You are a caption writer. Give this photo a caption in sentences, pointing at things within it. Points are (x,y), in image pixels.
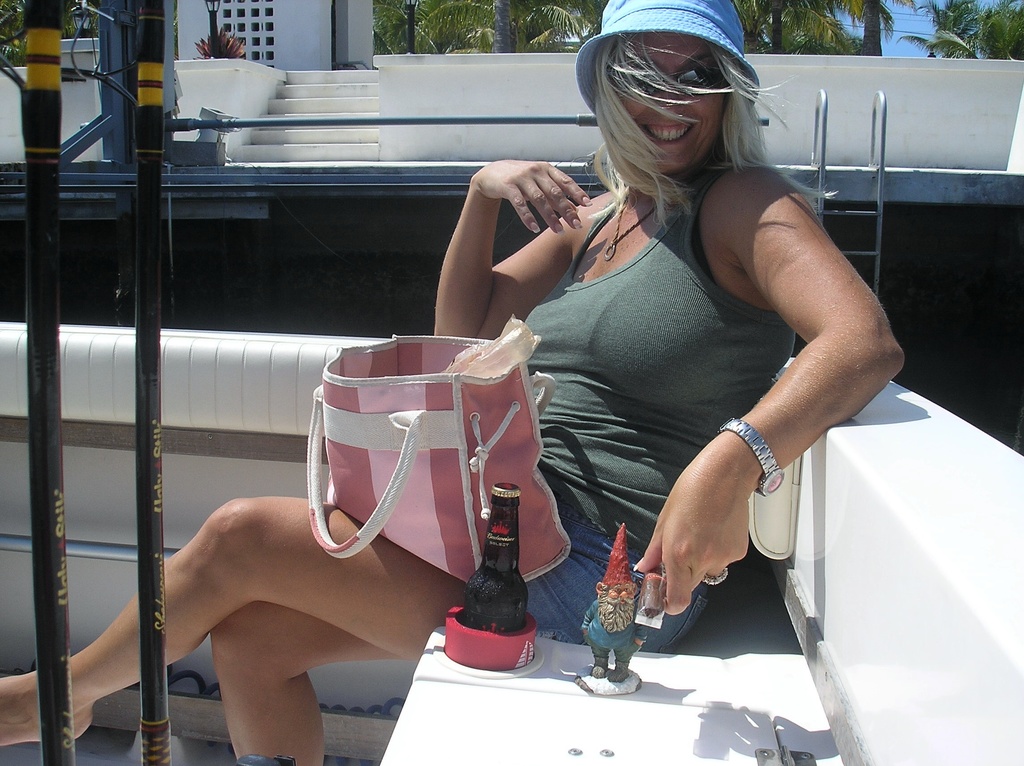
In this image, there is a person (649,90) sitting and wearing clothes (579,462). This person (594,312) is wearing sunglasses (699,69), cap (702,18) and watch (779,482). There is a bottle (481,592) and toy (620,594) at the bottom of the image (490,581). There are some trees (424,35) at the top (831,50). There are some steps (302,87) in the top left of the image (291,139).
